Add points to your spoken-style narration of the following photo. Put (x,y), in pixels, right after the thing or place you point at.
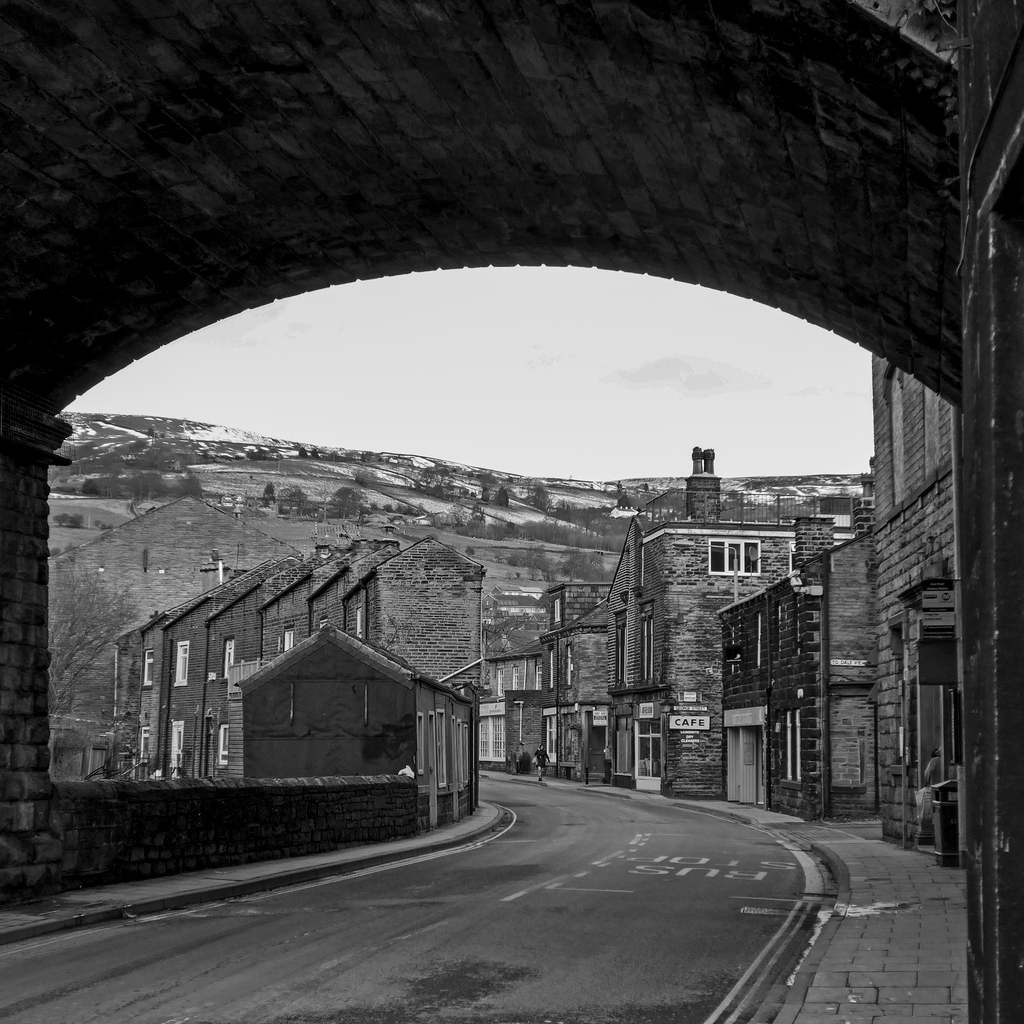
This is a black and white image. In the image there is an arch (370,264). At the bottom of the image (233,918) there is road (441,884). And also there are buildings (318,710) with walls (444,618), roofs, windows (439,735) and glass doors (657,739). And also there is a footpath (919,961). In the background (220,460) there are hills (471,504) with trees (93,486). And also there is sky (559,336).
